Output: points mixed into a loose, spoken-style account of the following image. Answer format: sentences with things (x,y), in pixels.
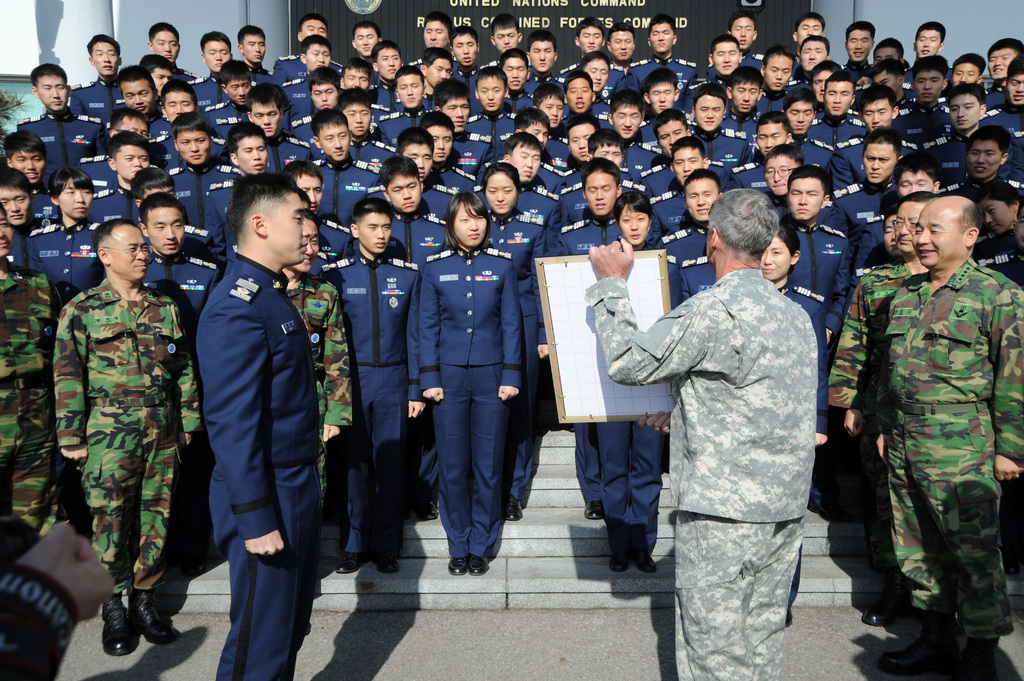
In this picture we can see some people (701,178) are standing, a man (785,445) in the front (720,419) is holding a board (594,395), we can see stairs (549,435) in the middle (565,441), in the background (560,4) we can see some text (549,20).
